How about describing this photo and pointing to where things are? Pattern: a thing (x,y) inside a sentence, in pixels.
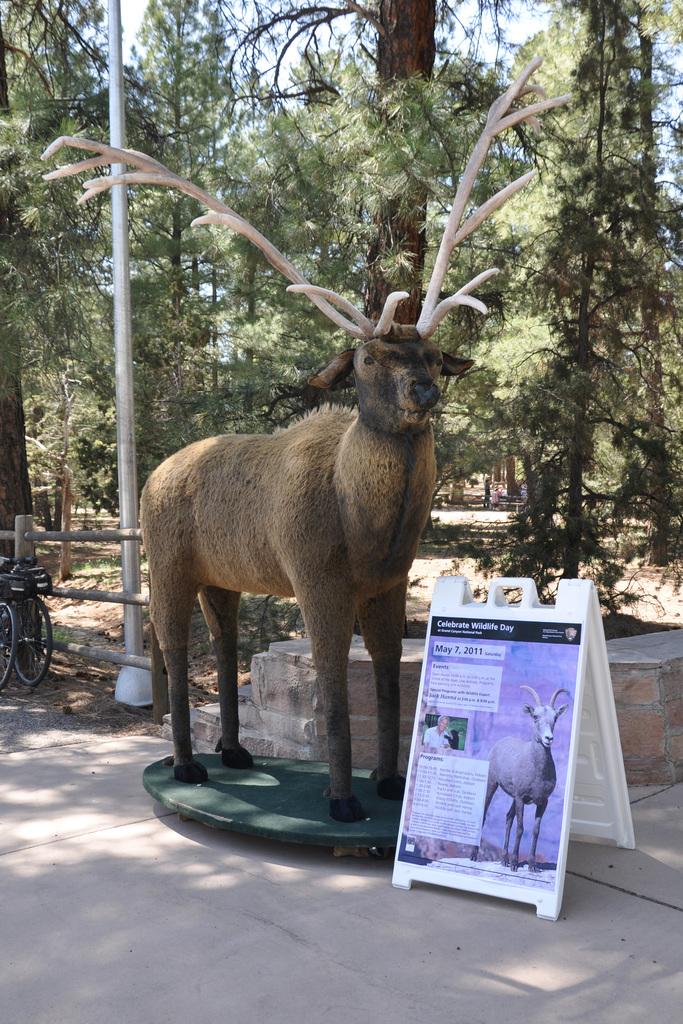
In this picture I can see statue (246,568) of a animal (403,575) and I can see a board (504,810) with some text (471,693) and a picture (487,758) of a animal (507,752). I can see trees (350,231) in the background (430,119) and pole (118,286) on the left side (137,559) and couple of bicycles (26,651) parked and I can see a blue cloudy sky (126,4).
